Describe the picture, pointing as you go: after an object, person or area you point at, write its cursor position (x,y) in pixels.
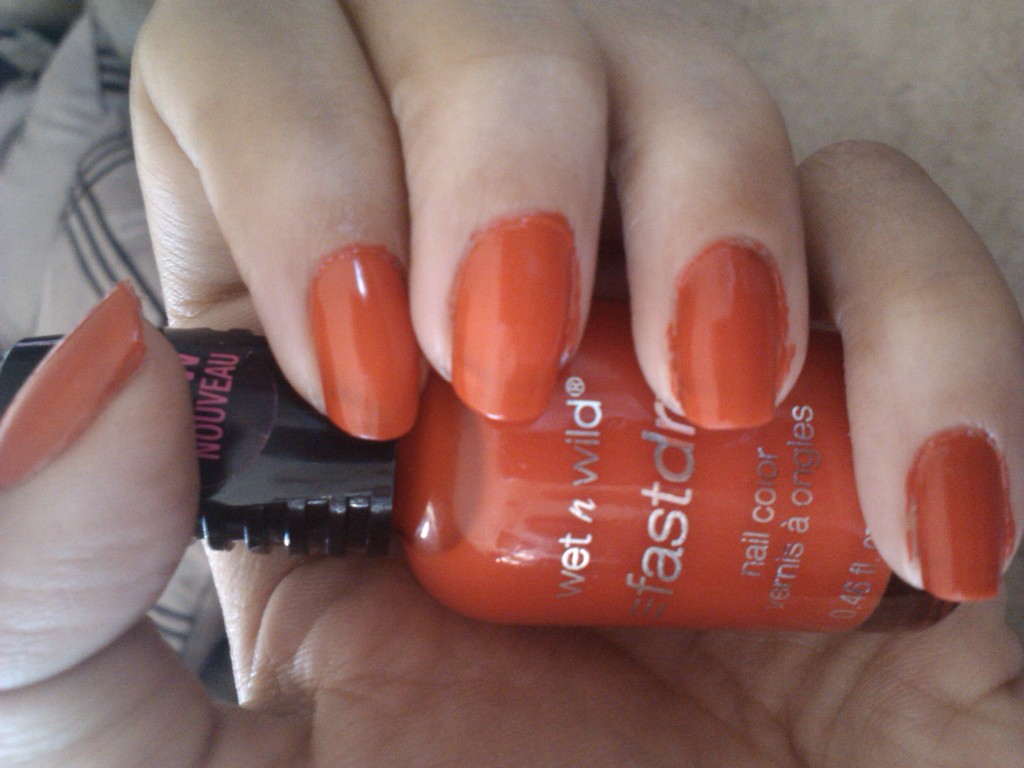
Here we see colored nails (84,365) with a nail polish (391,527).
